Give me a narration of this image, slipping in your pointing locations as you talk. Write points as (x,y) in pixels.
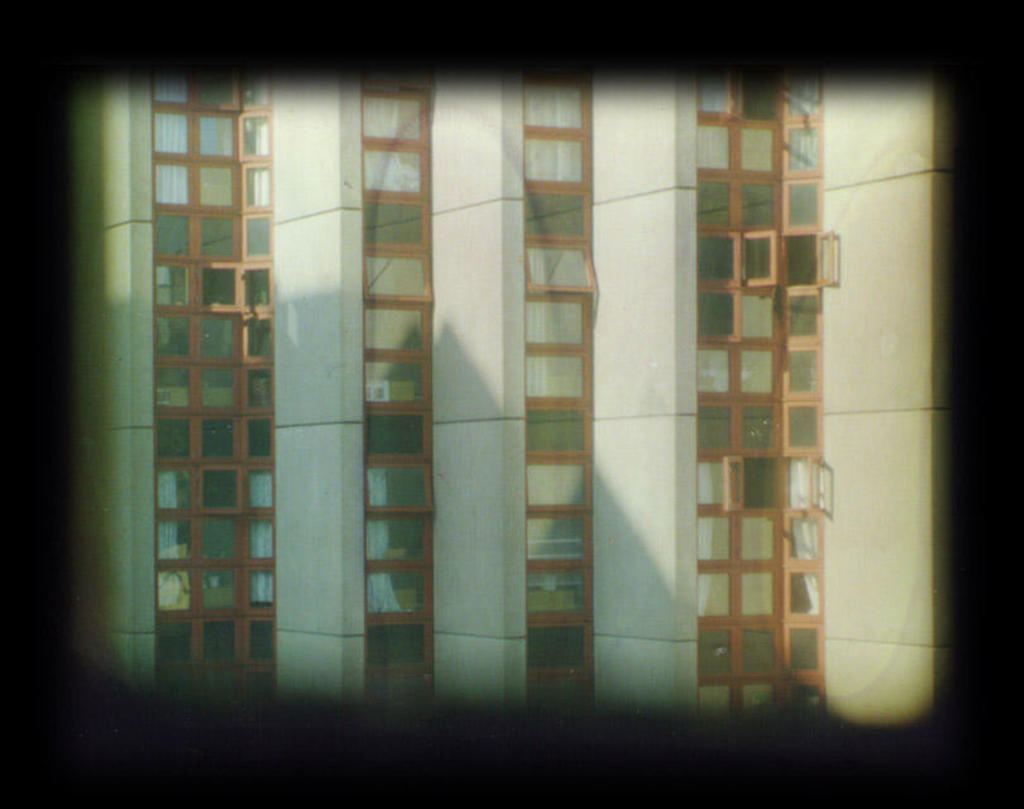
This is an edited image. We can see buildings (180,432) and glass windows (235,302) in the middle of this image (463,357).
